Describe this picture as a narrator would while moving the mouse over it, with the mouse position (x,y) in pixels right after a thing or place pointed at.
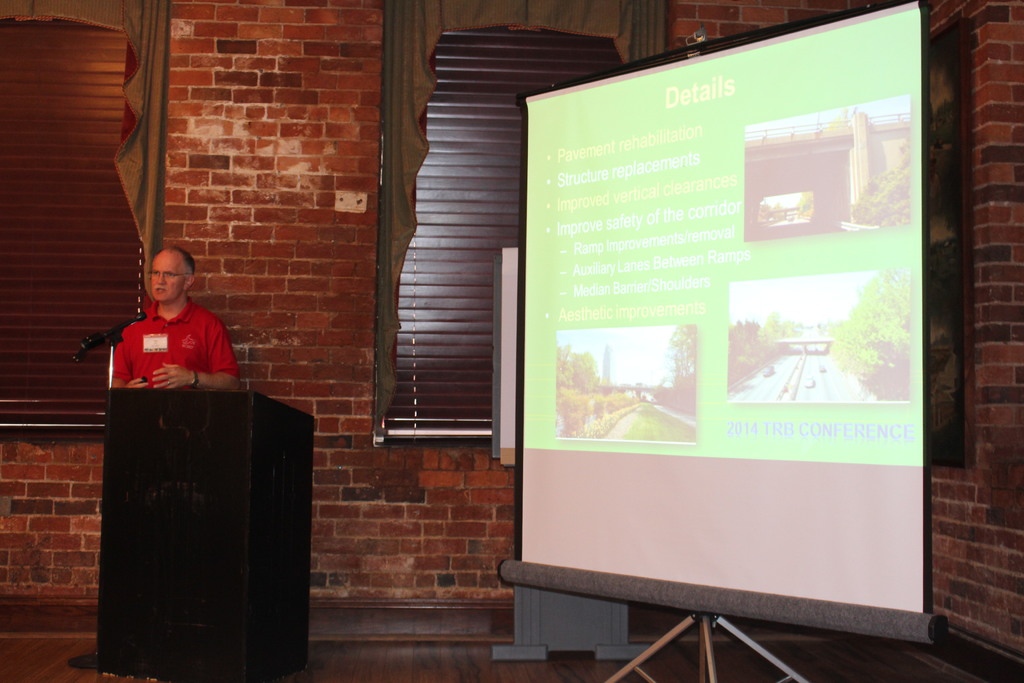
In the picture I can see a man (190,370) standing in front of a wooden podium (264,410) and he is speaking on a microphone (133,321). I can see the screen (872,319) on the right side (872,319). In the background (372,268), I can see the brick wall (319,190), window blinds (457,181) and curtains (413,167).
